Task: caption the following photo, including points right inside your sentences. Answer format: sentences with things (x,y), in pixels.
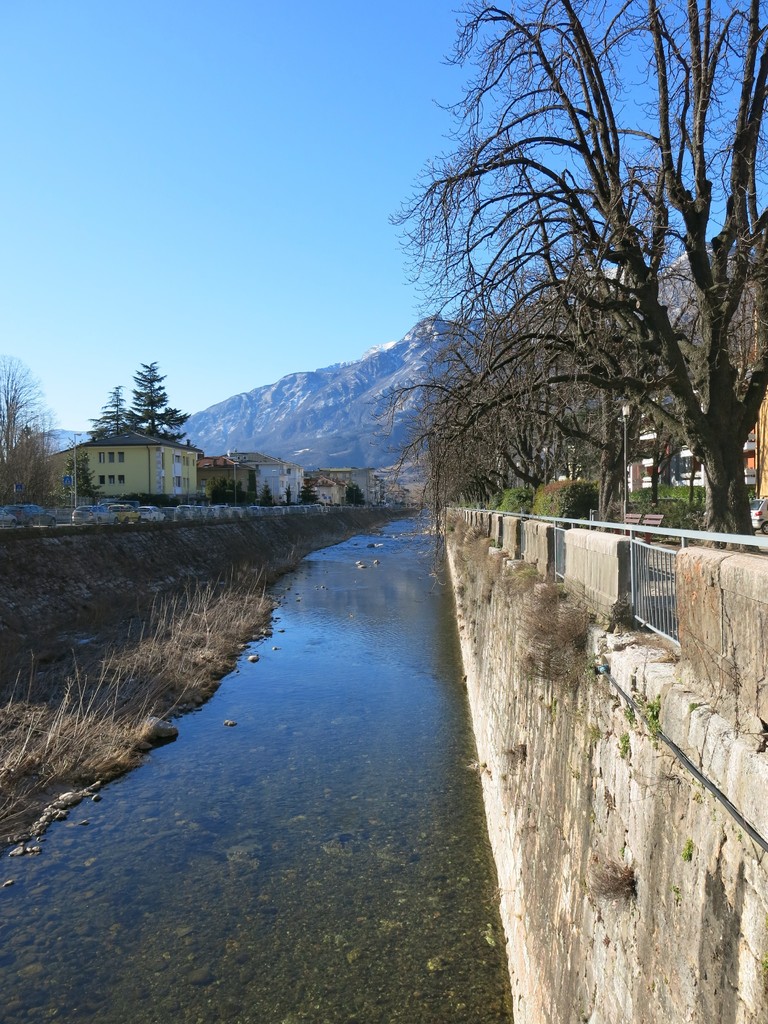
In this image there is a river (331,774) in the bottom of this image (331,702) and there are some trees (605,455) on the right side of this image (631,468) and left side of this image (36,447) as well. there are houses (281,468) in middle of this image (332,492) and there is a hill (374,414) in the background (369,420). There is a sky (206,138) on the top of this image (234,195).
